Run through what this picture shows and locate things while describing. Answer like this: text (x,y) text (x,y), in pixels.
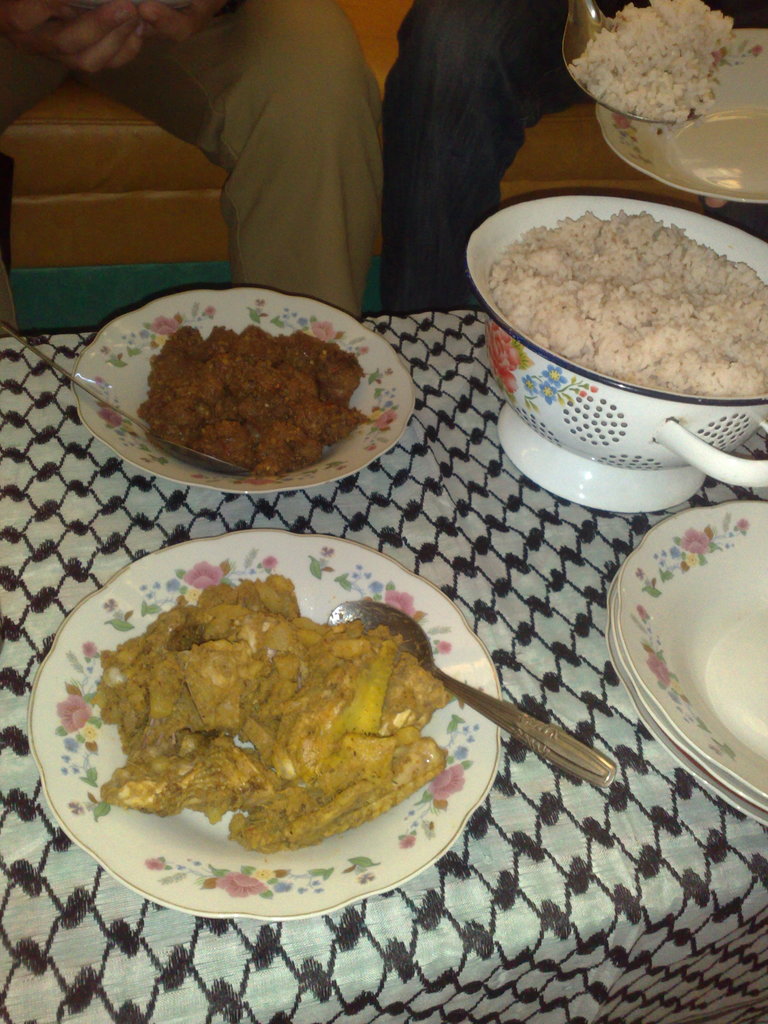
In the foreground of the picture (559,483) there is a table (432,488), on the table (631,738) there are plates (341,441), bowls (667,438), rice (640,330), spoons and dishes (267,695). At the top (324,71) there are two people (319,94) sitting on the couch (182,190).
